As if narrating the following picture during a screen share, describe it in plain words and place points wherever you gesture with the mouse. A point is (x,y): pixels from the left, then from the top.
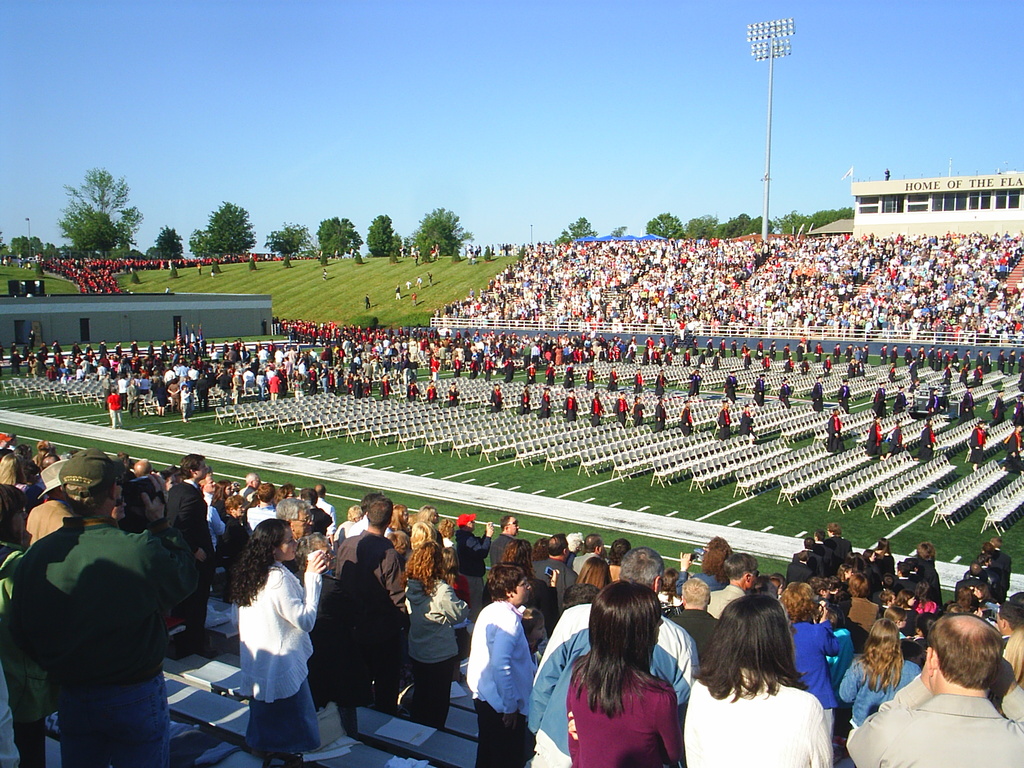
This image is taken outdoors. At the top of the image (291,101) there is the sky (506,85). In the background (86,218) there are many trees (758,223) and plants (777,223) with leaves (792,220), stems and branches (705,230). There is a building (914,208). There is a tent (652,235) and there is a pole (769,48) with lights (756,45). Many people (96,264) are standing on the ground (315,270) and a few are walking on the ground (344,285). In the middle of the image (365,345) many people (798,247) are standing. There are many empty chairs (791,458). Many people (385,380) are walking on the ground (286,306).
